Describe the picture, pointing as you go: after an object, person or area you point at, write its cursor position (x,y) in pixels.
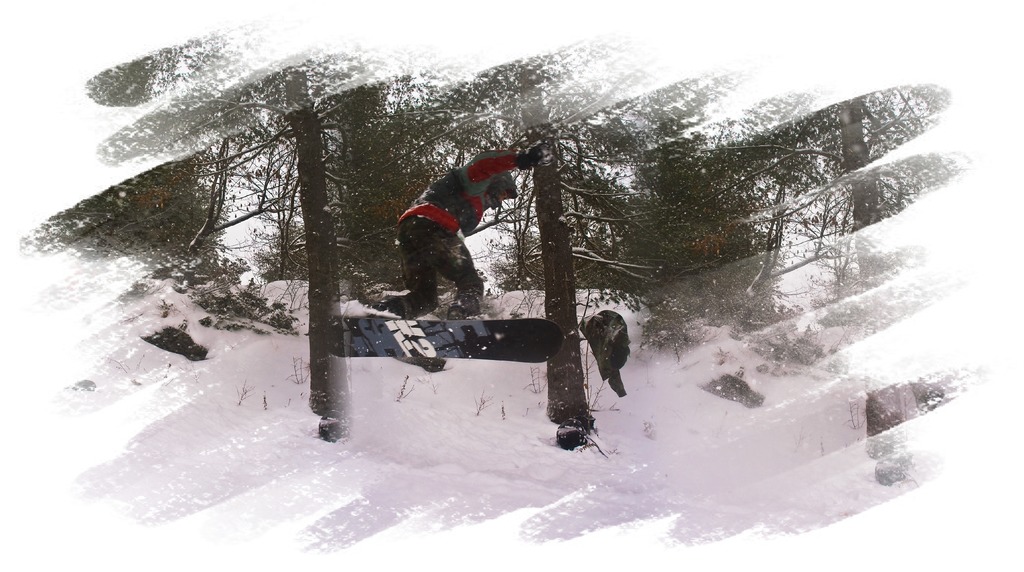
This is an edited image, we can see a person (420,301) is jumping with snowboard (409,346) on the snow (418,388). Behind the person (439,264) there are trees (216,212).
